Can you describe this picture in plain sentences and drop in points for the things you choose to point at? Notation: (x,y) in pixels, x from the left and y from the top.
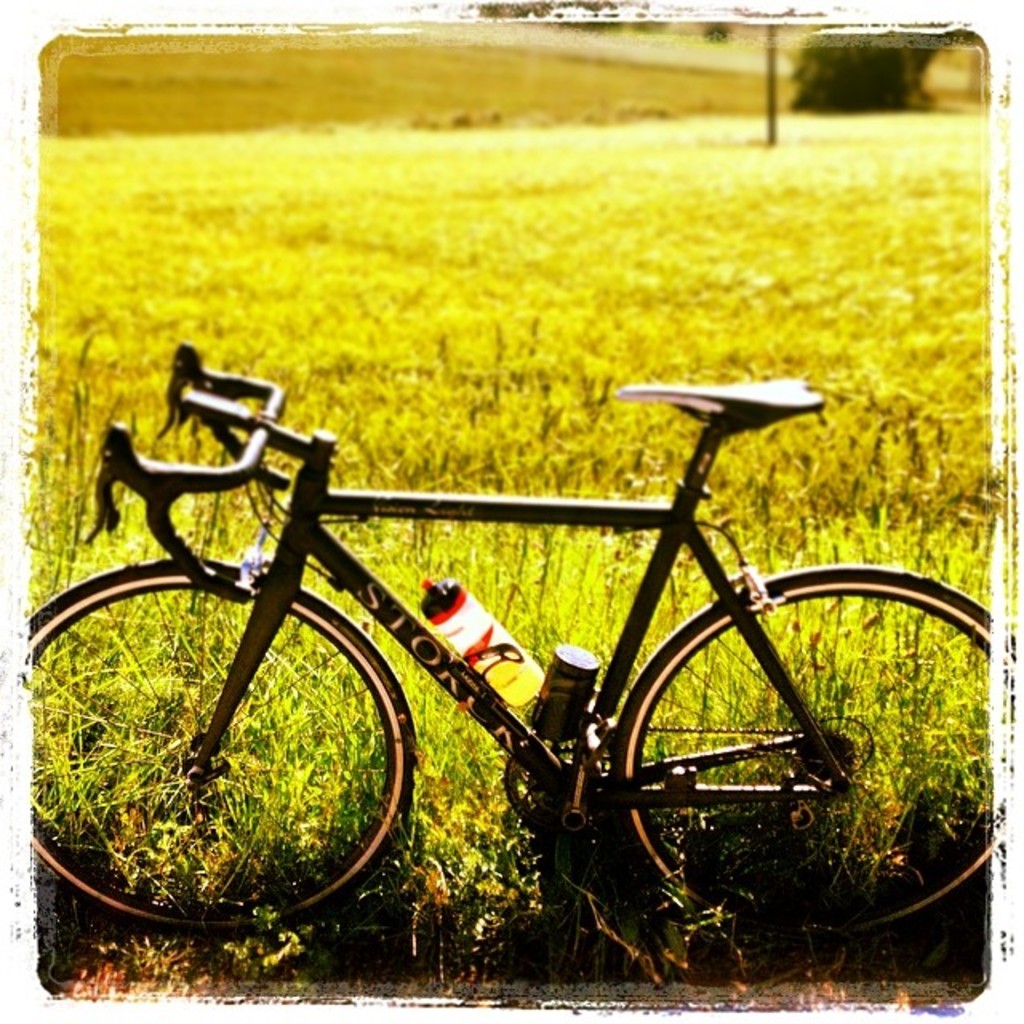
In front of the image there is a cycle (444,658) with a water bottle (466,629) on it, behind the cycle (383,610) there is a farm (434,402). In the farm (611,365) there is a metal pole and a tree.
